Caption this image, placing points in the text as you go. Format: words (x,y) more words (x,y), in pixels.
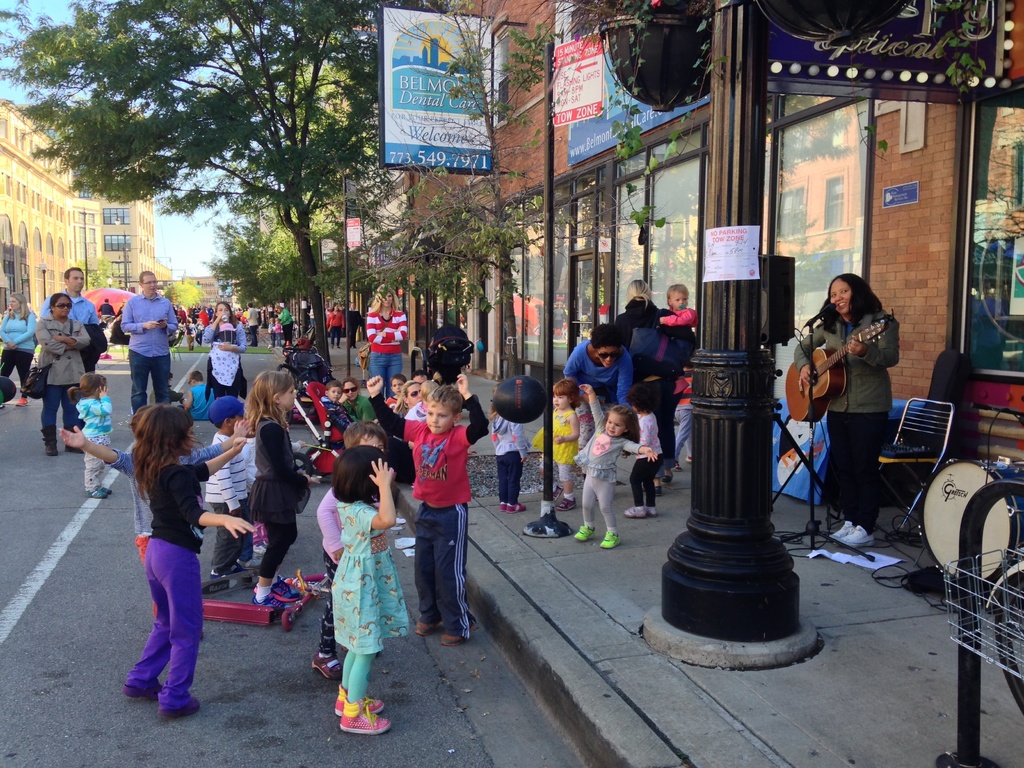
In this image I can see a crowd (663,430), poles (551,385), chairs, buildings (621,234), boards (720,246) and trees (488,246). On the right middle (844,460) I can see a person (816,333) is standing in front of a mike (816,320) and playing a guitar (791,405). In the background (176,229) I can see the sky (187,235). This image is taken may be during a day on the road (293,735).
